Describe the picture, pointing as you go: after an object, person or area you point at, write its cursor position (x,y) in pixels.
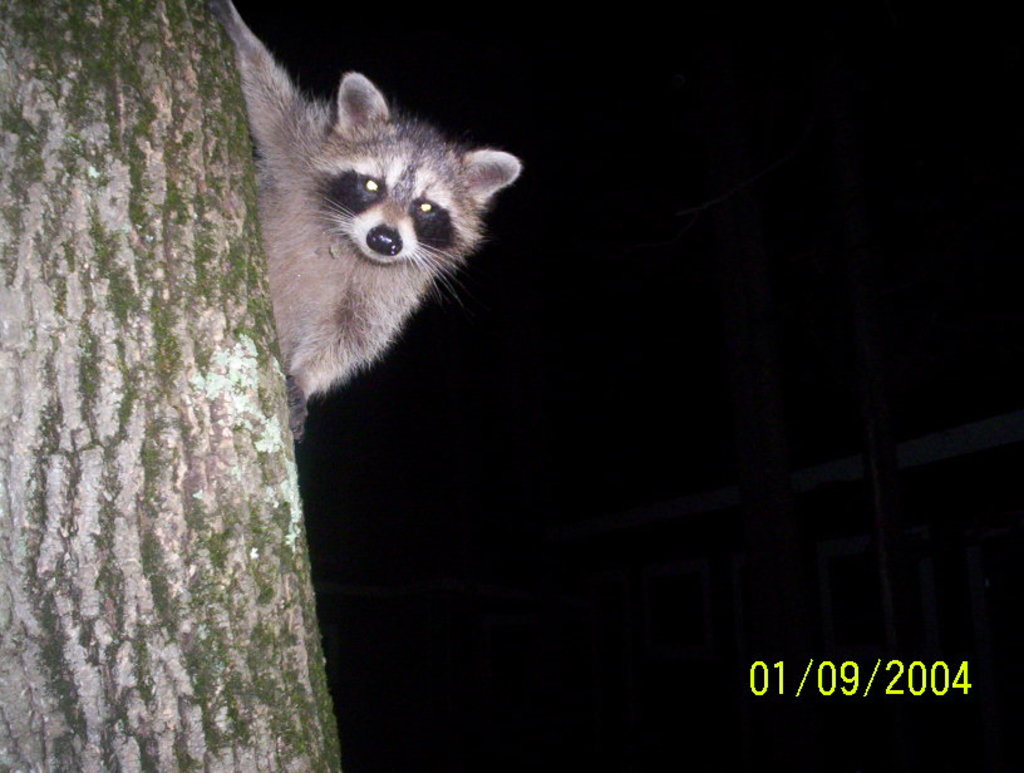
On the left side of the image (153,347) there is an animal (357,354) on the tree (233,659). On the right side of the image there is some text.
